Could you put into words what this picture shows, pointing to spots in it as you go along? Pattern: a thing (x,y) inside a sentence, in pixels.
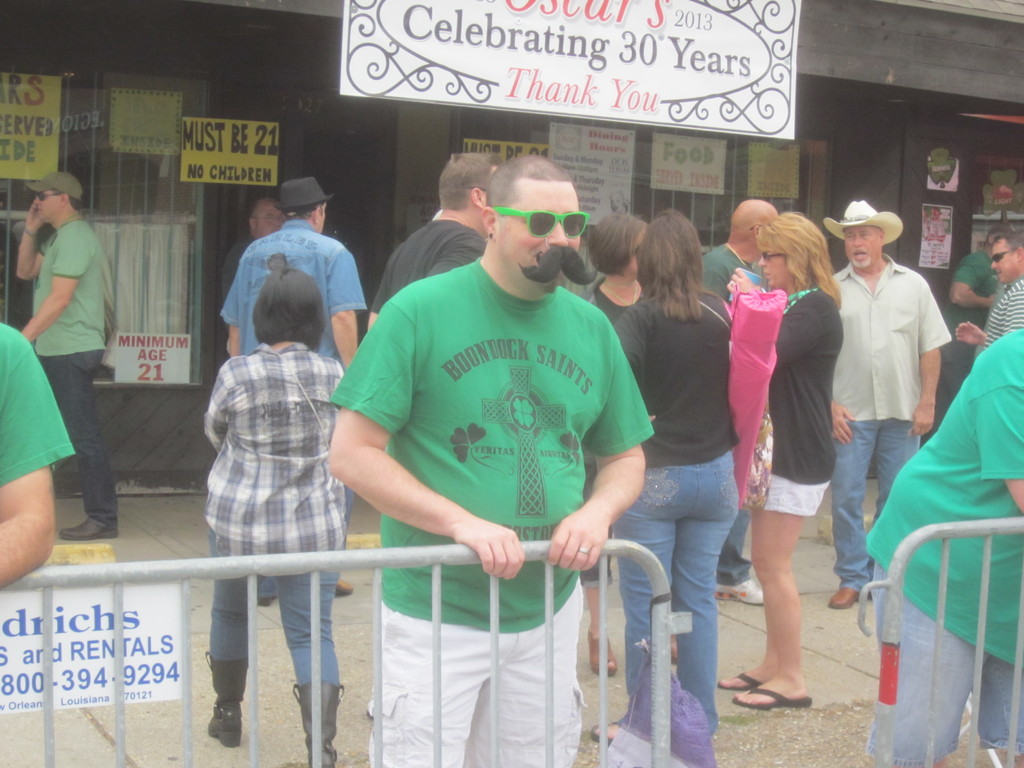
In this image in front of a building (125,460) there are many people (262,536). in the foreground (202,577) there is a barricade (251,573). In the background (374,178) there is a buildings (279,154). on it there are many boards (272,145). Here there is a banner (644,119).
